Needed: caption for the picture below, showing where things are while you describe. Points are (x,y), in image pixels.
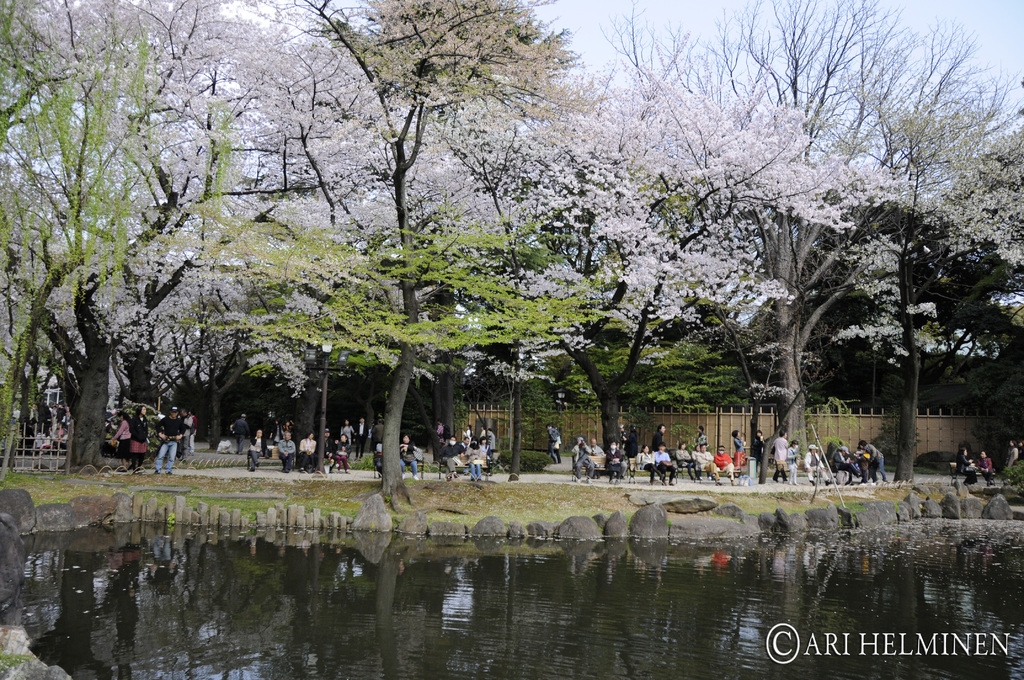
In this image I can see the water (440,591). To the side of the water (430,540) there are many rocks (379,522) and the trees (606,427). In the background (442,453) I can see the group of people (573,454) with different color dresses (261,451). I can see few people (375,449) are sitting and few people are standing. I can also see the railing (570,429), few more trees (589,355) and the sky (591,26) in the back (568,40).
